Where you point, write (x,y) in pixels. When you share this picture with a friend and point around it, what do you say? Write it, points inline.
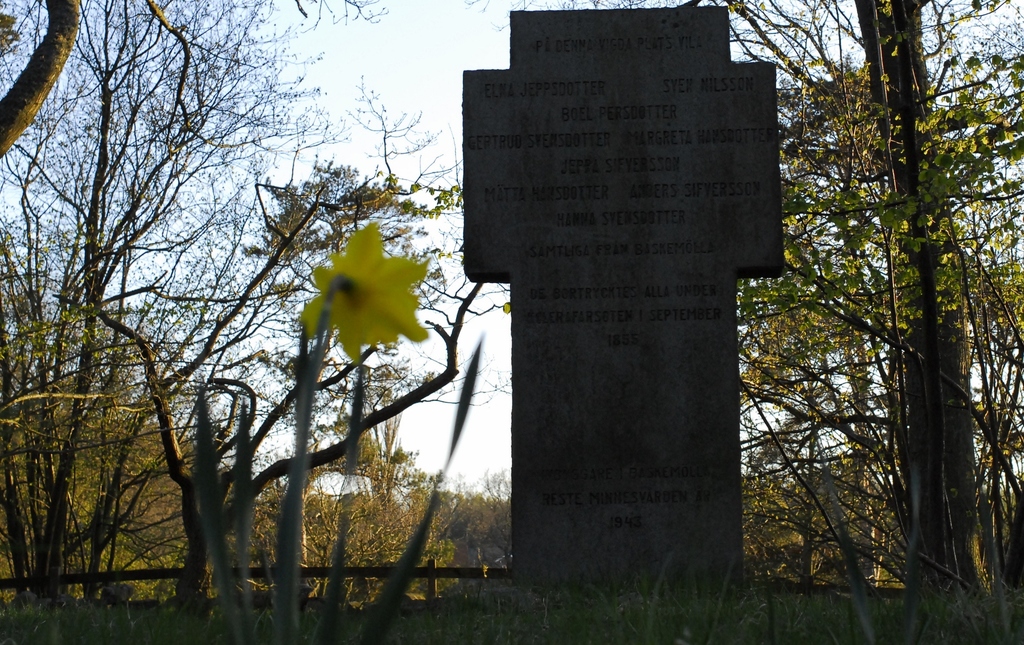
In the picture I can see a headstone (634,255) which has something written on it and there is a fence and few trees (237,219) in the background (875,407).
